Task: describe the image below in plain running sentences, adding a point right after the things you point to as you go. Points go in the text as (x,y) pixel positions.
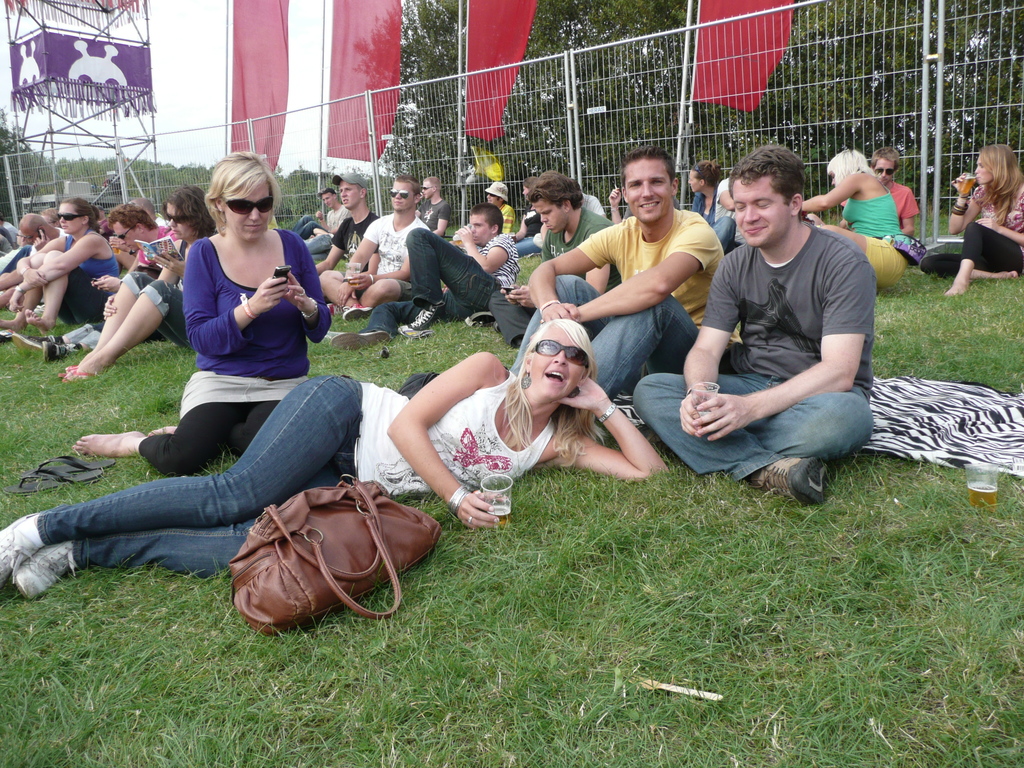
This is a picture taken in the outdoor, there are the group of people (502,234) sitting on a grass (605,515). The women (486,459) in white t shirt (458,418) holding a glass (483,489) in front of the man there is a brown color hand bag (339,553). Background of this people (441,451) there is a fencing (471,155) on the fencing (469,73) there is a red color flag (490,44) and a tree (567,44).
